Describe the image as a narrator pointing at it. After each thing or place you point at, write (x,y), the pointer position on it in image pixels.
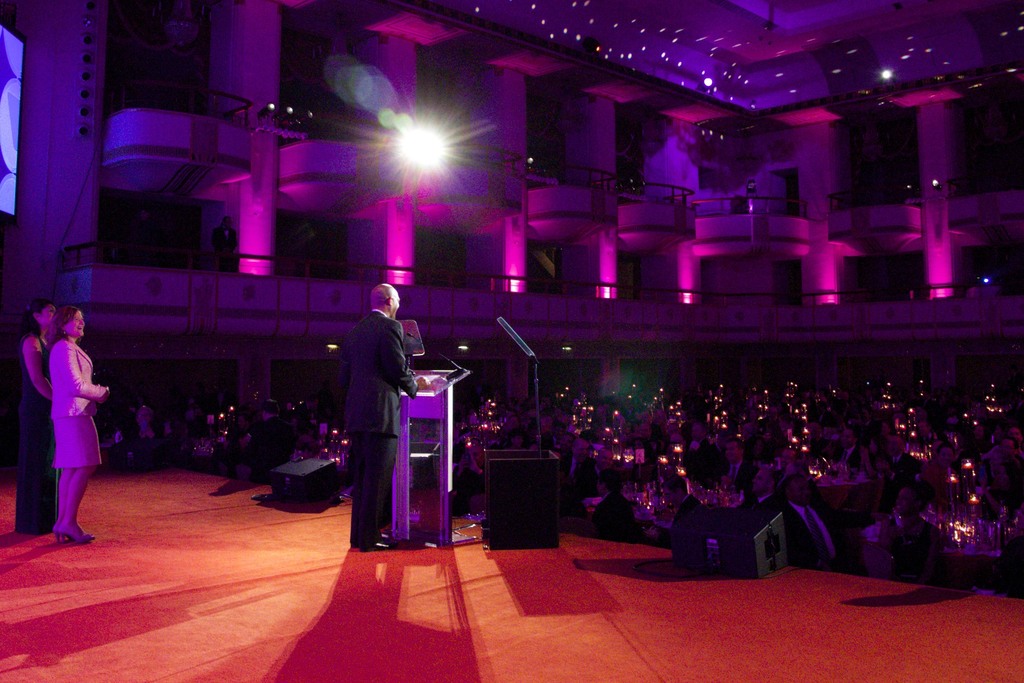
In this picture there are two ladies (35,339) on the left side of the image (87,329) and there is a man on the left side of the image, there is a mic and a desk (440,430) in front of him and there are people (505,438) those who are sitting around the tables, on the right side of the image (728,474), there are two storeys (1020,330) at the top side of the image (832,226).
